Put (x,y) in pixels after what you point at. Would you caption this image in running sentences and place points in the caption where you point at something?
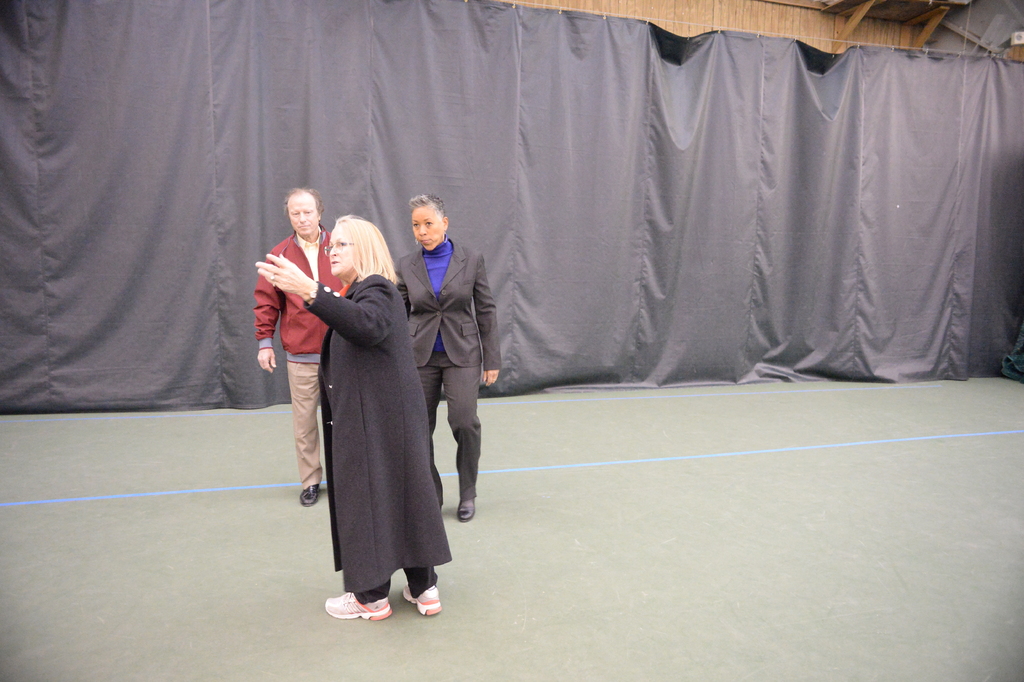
In this image we can see a few people (444,322) standing and in the background (529,311) we can see curtain (512,321).
